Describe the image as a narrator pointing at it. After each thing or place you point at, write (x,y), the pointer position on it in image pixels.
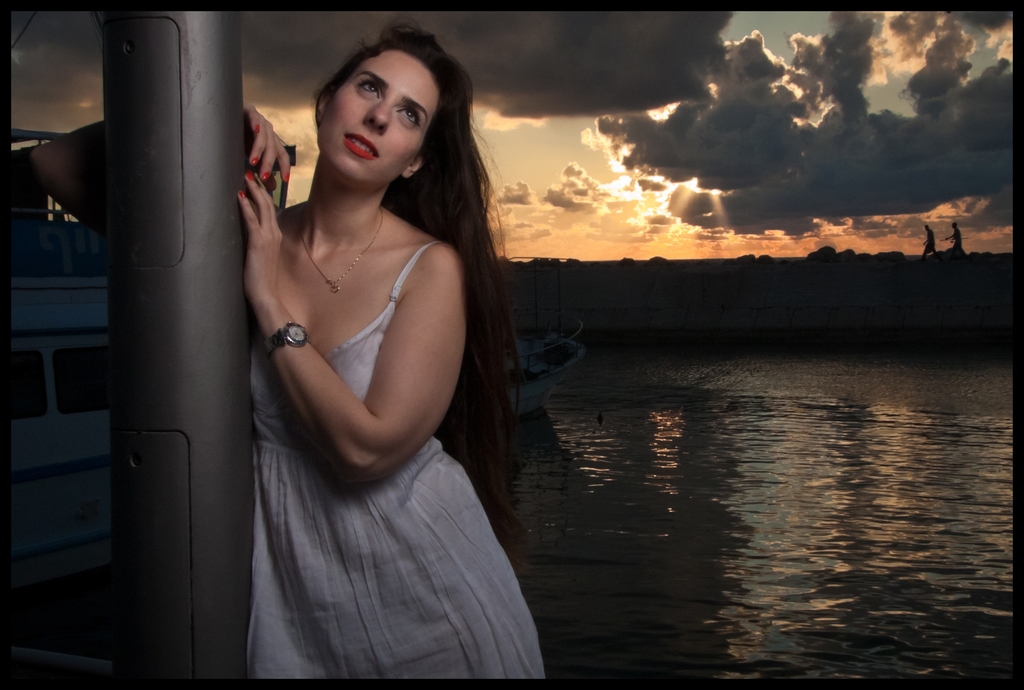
In this image there is a girl (326,105) standing near a pole (200,317), in the background (58,361) there is a ship (519,362) on the river (800,344) and there are two people (934,250) walking and there is the sky (701,153).
